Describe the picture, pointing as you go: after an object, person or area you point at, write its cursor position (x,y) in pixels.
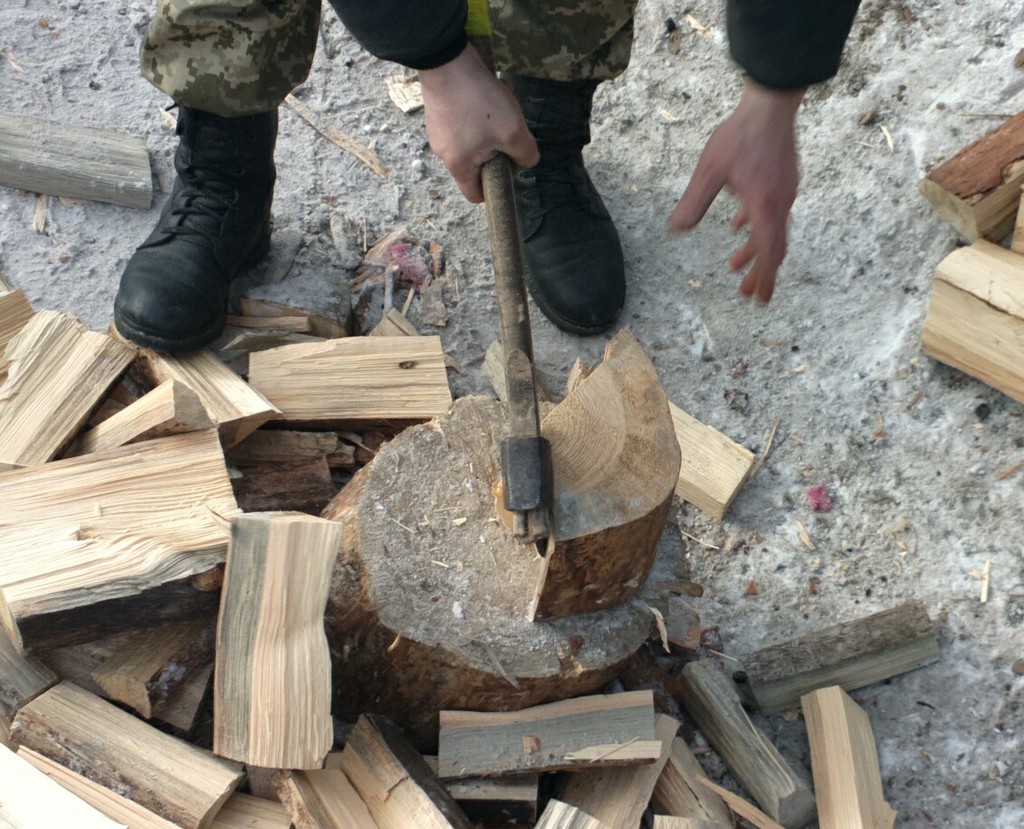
In this image, we can see human legs (575,262) and hands (762,105). Here a person (526,149) is holding axe (521,412). Here we can see wooden pieces (787,642) on the ground (998,641).
